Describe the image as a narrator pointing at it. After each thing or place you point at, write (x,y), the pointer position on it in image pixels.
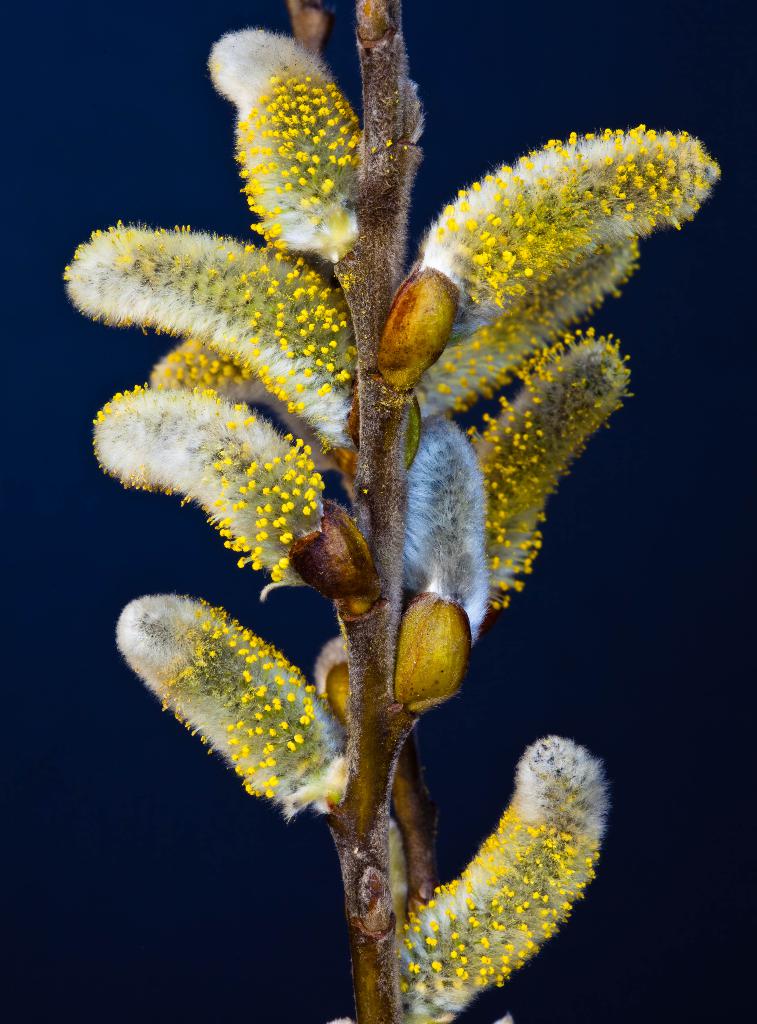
In this picture, we see a plant (471,641) which has flowers (321,421). These flowers (294,407) are in white and yellow color. In the background (230,774), it is dark blue in color.
